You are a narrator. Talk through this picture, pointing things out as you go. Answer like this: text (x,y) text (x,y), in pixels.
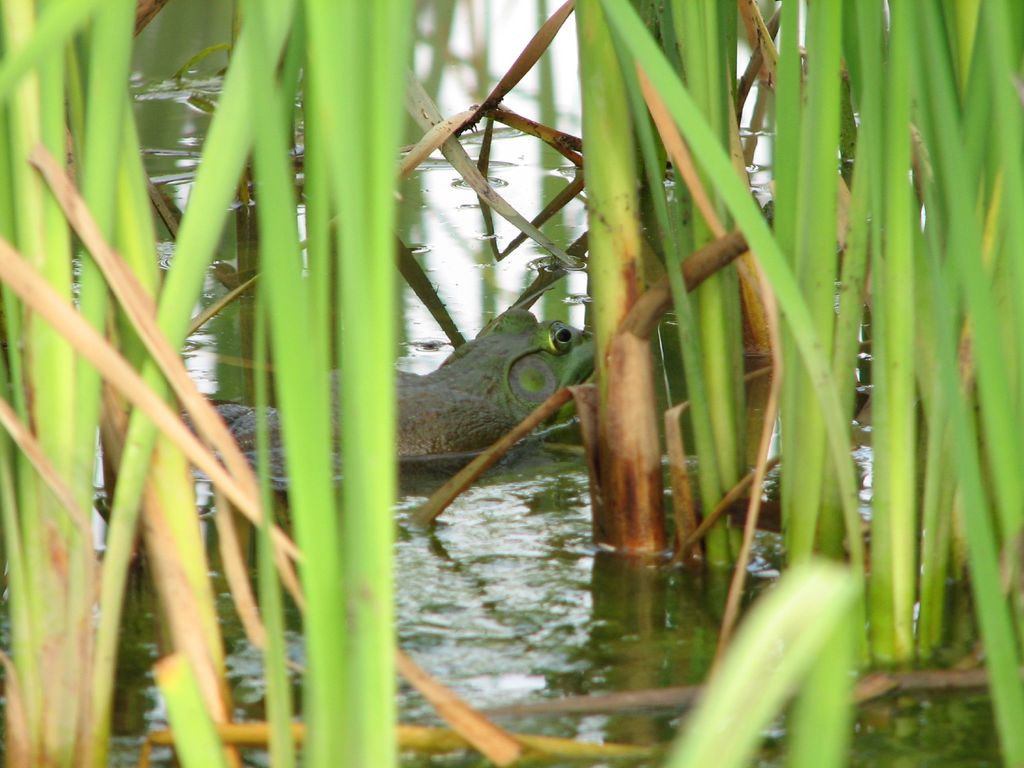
In this image we can see an animal (509,381) in the water (441,523). In the background (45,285), we can see group of plants (37,236).
